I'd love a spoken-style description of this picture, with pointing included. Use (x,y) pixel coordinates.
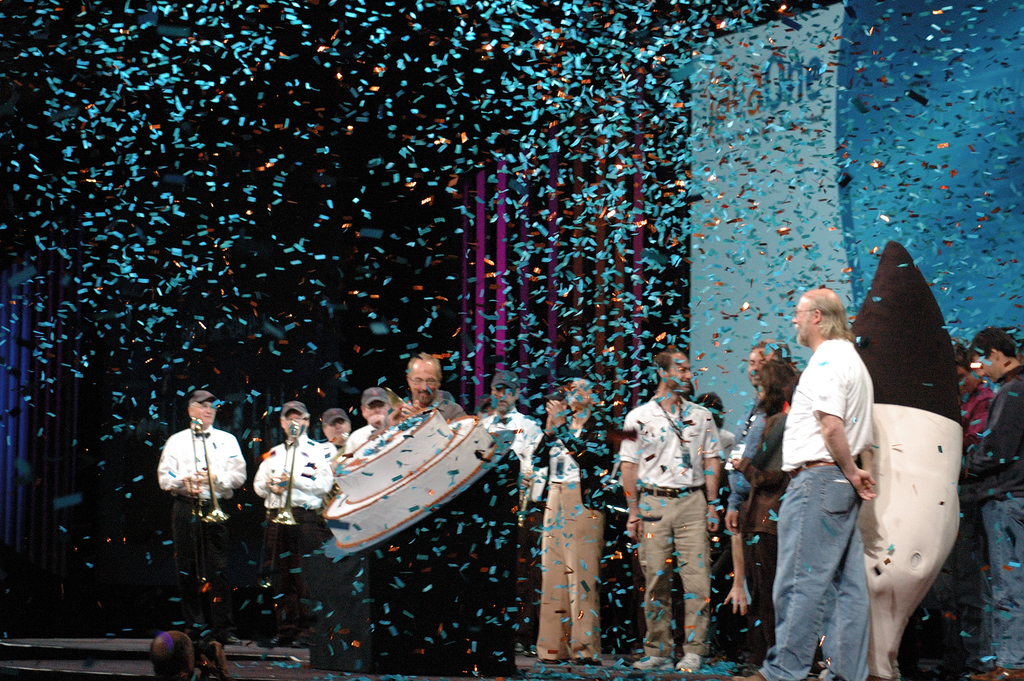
In this picture we can see a group of people (201,573), here we can see musical instruments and some objects (472,594).
